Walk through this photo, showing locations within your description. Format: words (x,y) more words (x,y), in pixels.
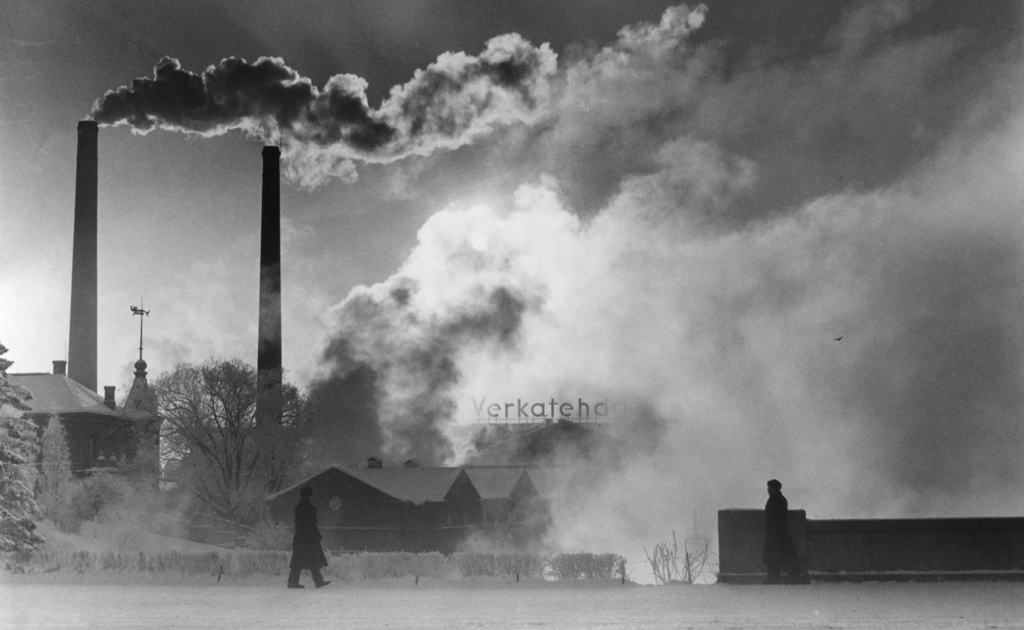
At the bottom of the image (323,541) we can see two people (775,561) walking. In the center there are sheds (355,530) and trees (252,428). In the background (276,343) there are chimneys (79,314) and we can see smoke (183,106). At the top (170,43) there is sky (294,53).
